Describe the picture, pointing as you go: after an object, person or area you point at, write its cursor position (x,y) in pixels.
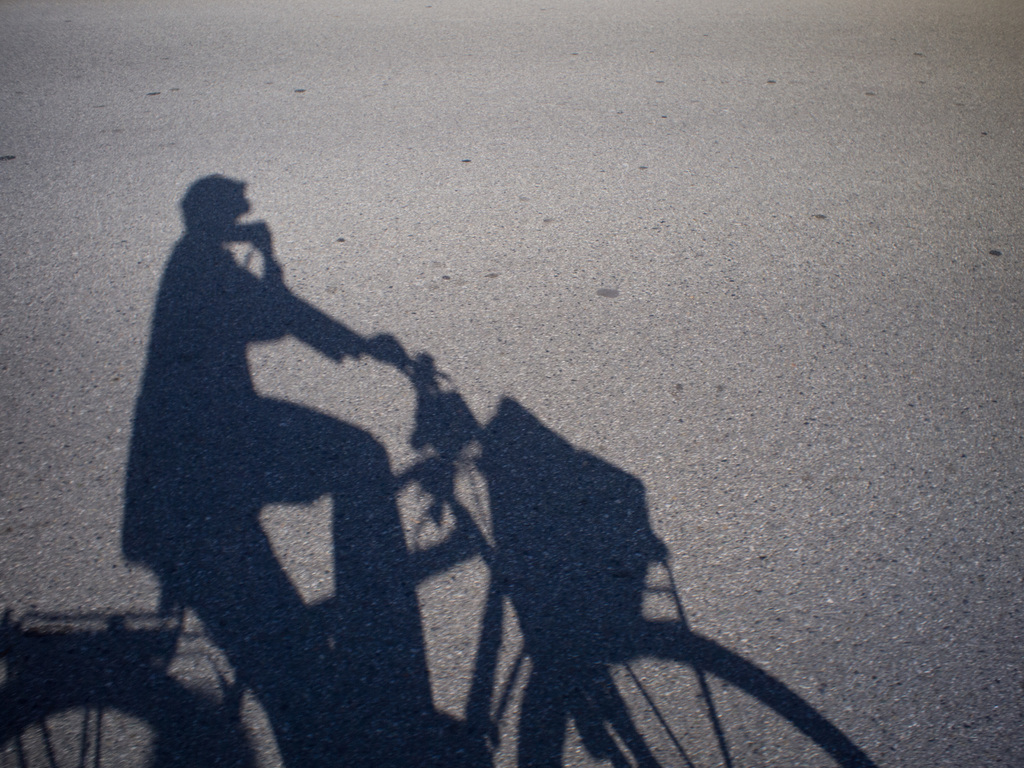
In this image we can see a shadow (148,640) of a person (270,697) riding a bicycle (600,631).
